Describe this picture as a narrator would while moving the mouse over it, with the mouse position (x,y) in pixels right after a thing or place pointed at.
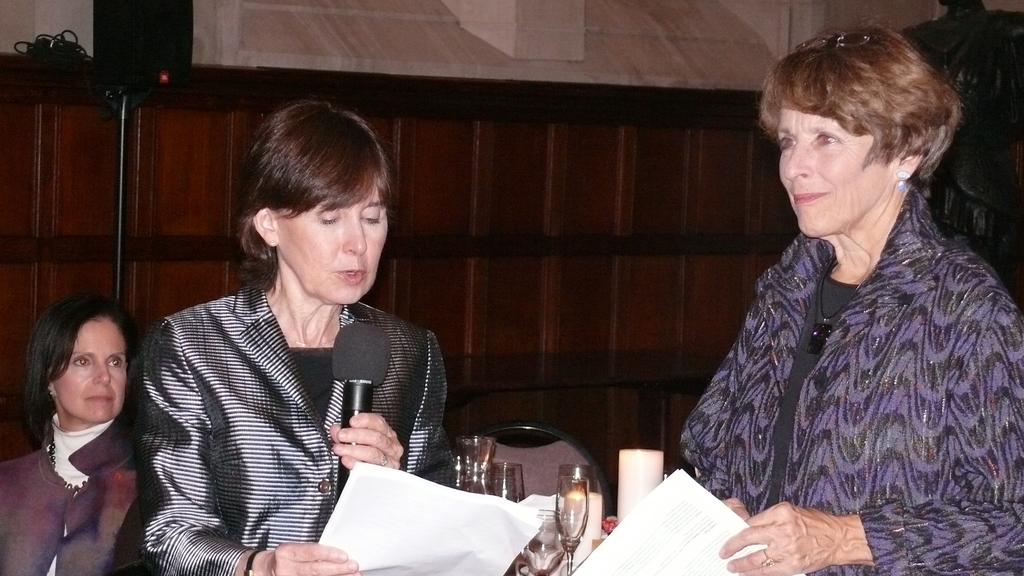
Two women (782,179) are standing holding microphone (372,373), paper (434,513) and here there is glass (570,513), chair (555,451).
